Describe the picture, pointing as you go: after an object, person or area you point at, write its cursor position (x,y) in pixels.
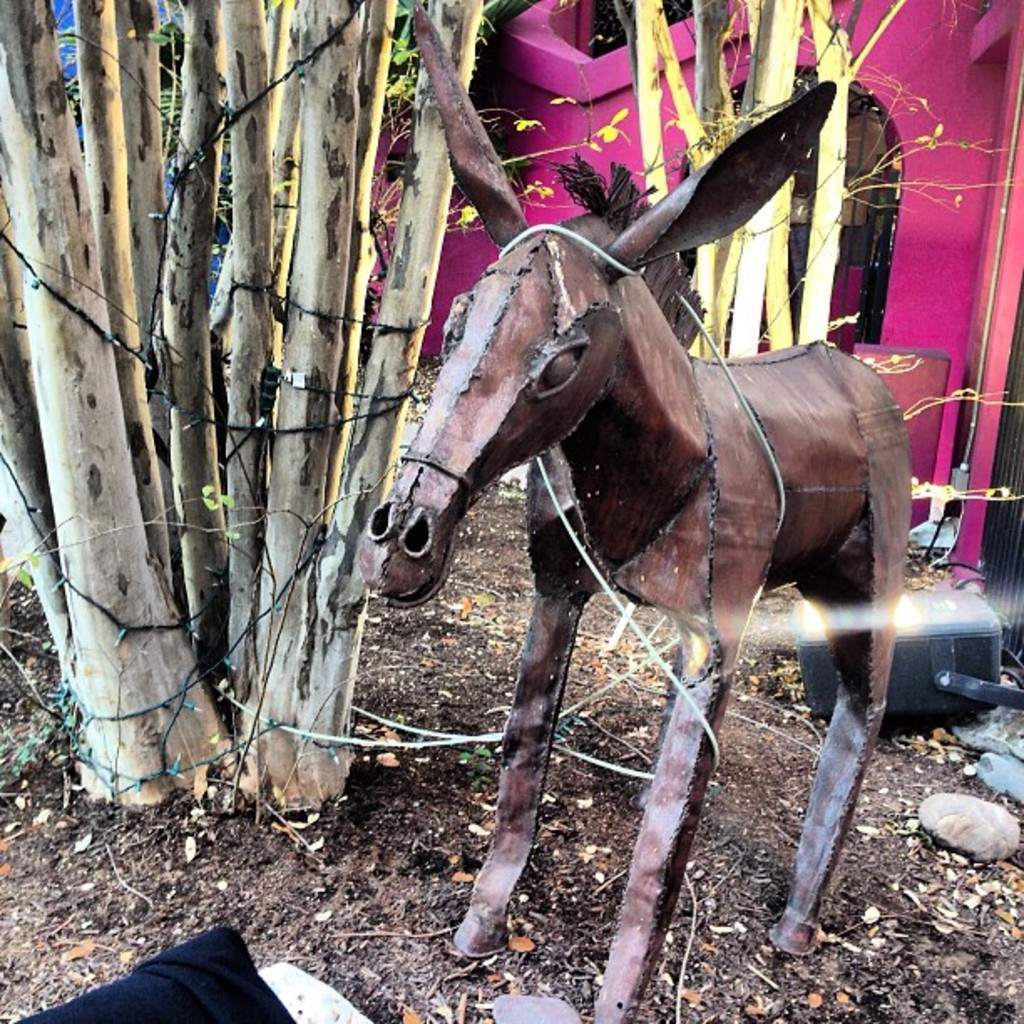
In this image I can see a metal statue (697,435) of an animal (694,415) and a light (932,602) with a plug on the right side of the image (933,618). On the left side of the image (115,324) I can see the stem (235,200) of a tree (66,204) wrapped with wire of serial lights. I can see a pink building (601,103) behind the statue (740,445).
